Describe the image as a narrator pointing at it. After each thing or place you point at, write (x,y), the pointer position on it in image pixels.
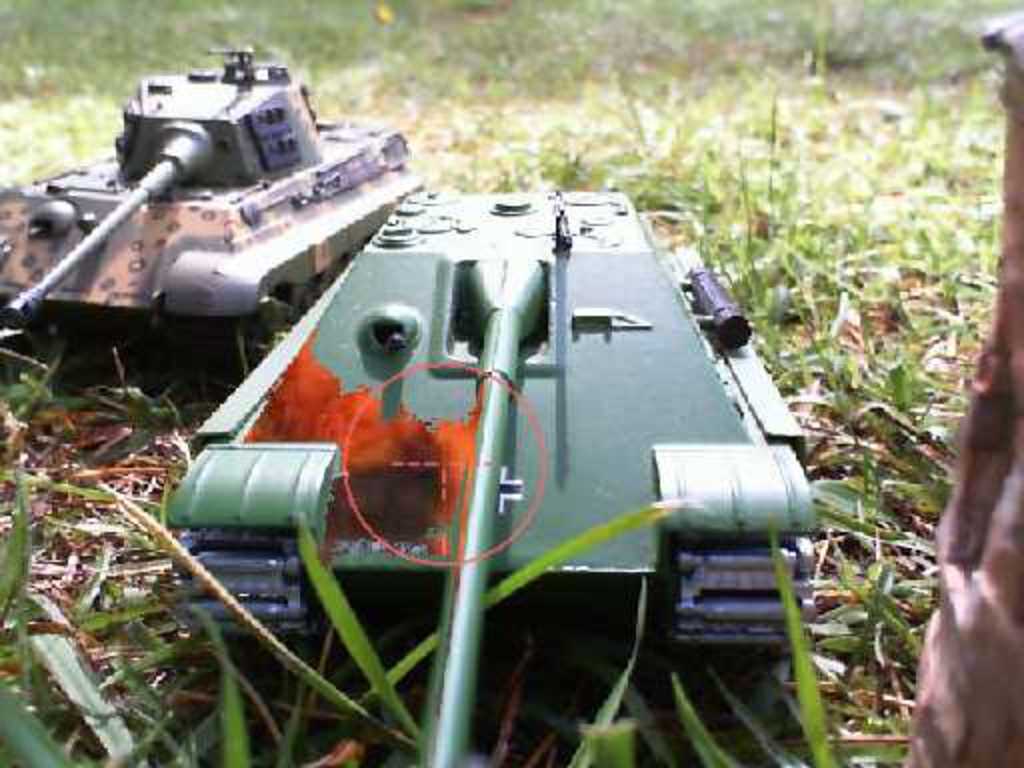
In this image I can see the ground (796,173), some grass (799,117) and two miniature military tanks (544,325) which are green, orange, brown and black in color on the ground (786,73).
